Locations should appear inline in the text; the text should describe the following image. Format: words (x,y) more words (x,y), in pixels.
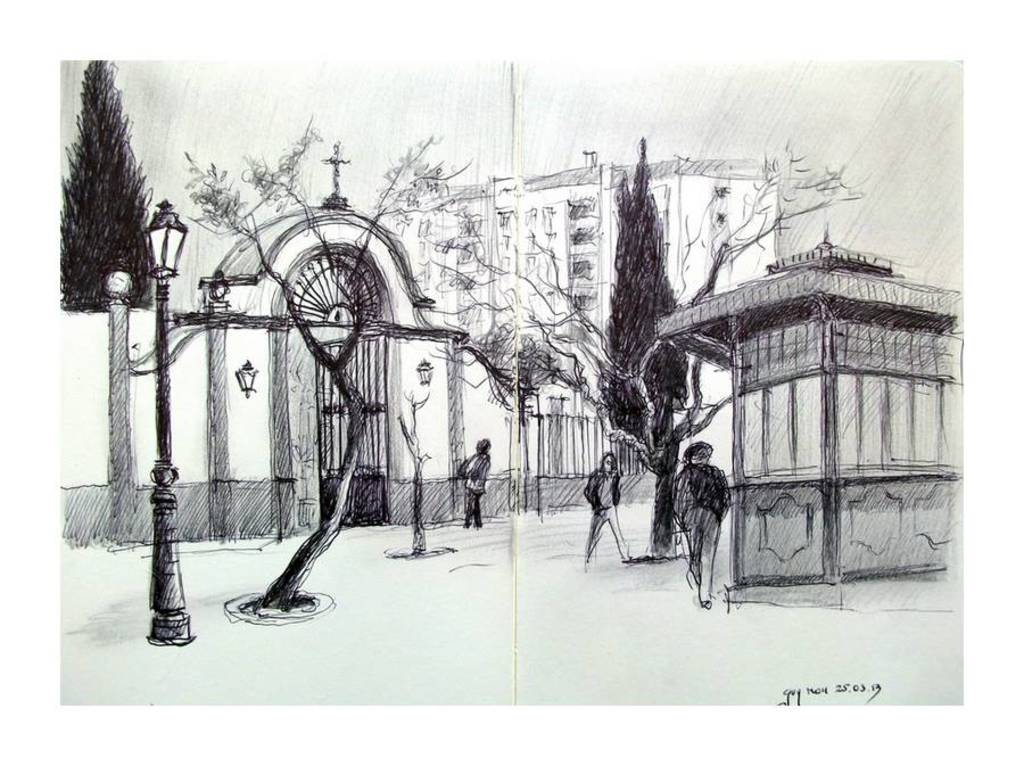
In this image I can see the sketch (363,616) and I can see few persons (713,581) standing, few light poles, trees (98,249), buildings (442,253) and the image is in black and white.
